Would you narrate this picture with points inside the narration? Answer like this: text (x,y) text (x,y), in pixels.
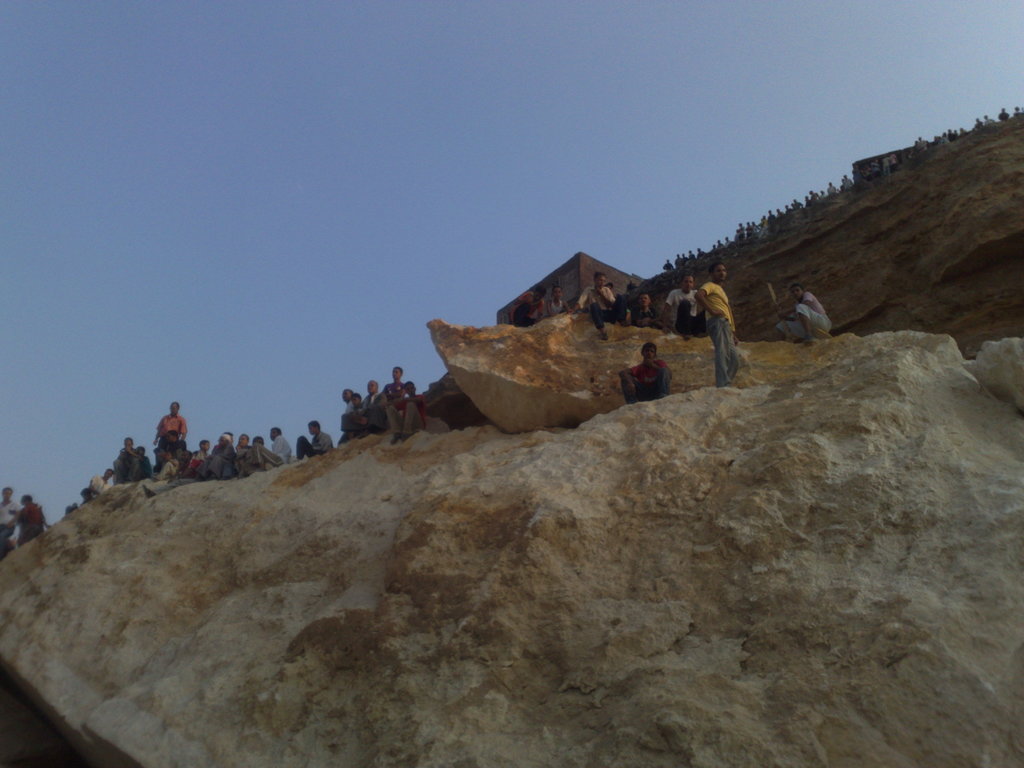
In this picture there is a hill (771,427) and there are group of people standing on the hill (338,542) and there are group of people (10,490) sitting on the hill (425,419). At the top (334,92) there is sky (498,67).
